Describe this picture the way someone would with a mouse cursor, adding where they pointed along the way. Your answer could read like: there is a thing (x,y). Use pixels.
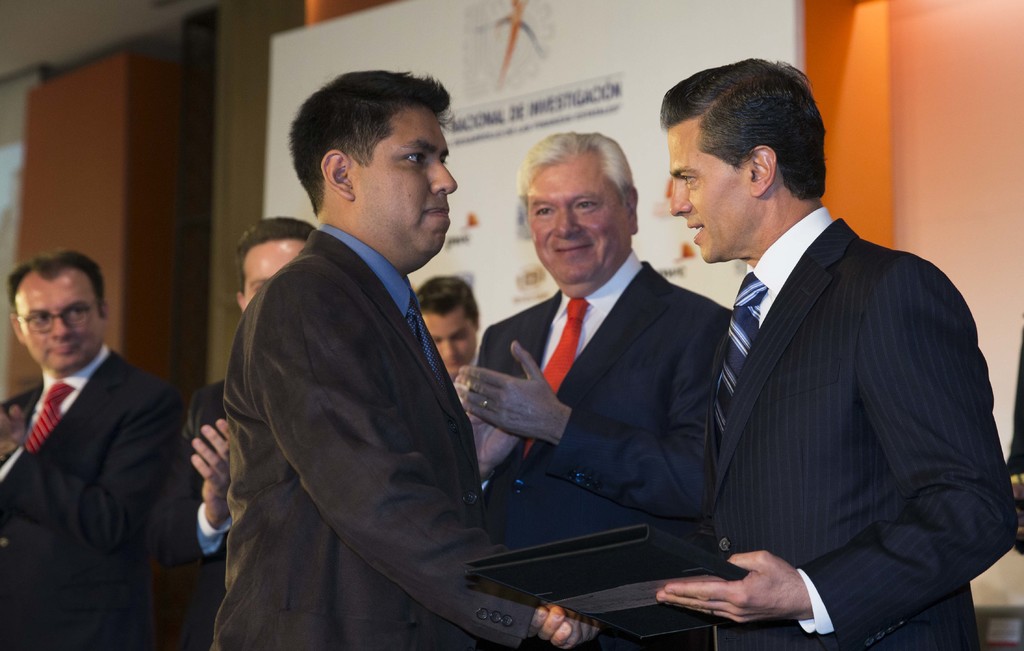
In this picture we can see a man (843,536) holding an object (534,570) in his hand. We can see a few people (561,213). There is some text (573,115) and a few things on a board (563,73). We can see other objects (62,105).
